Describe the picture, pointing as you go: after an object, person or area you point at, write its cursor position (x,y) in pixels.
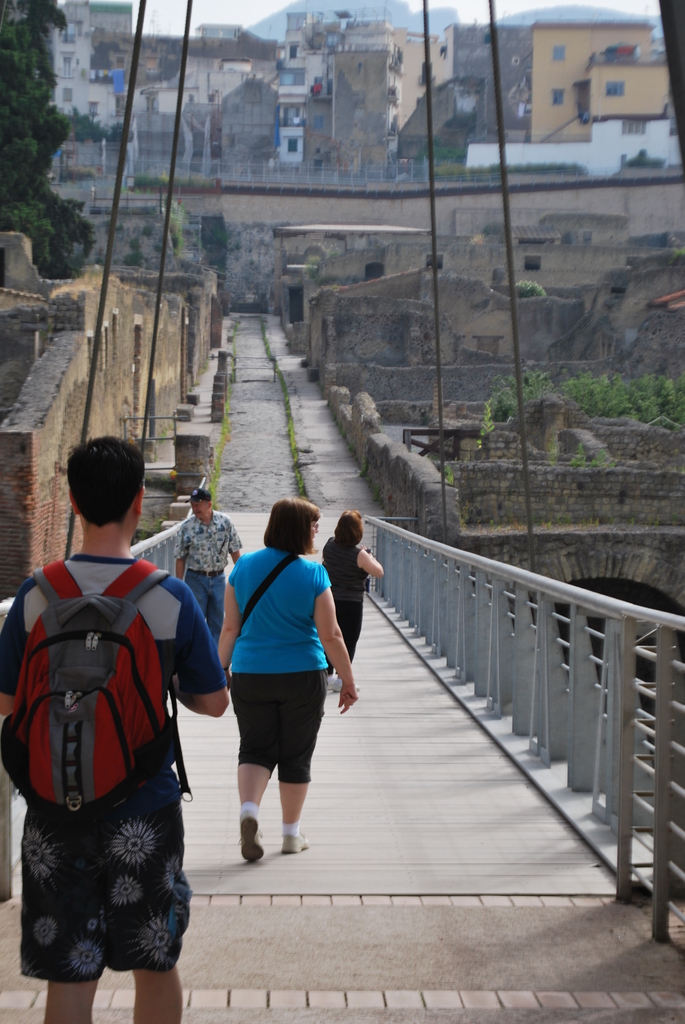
few people (270,557) are walking across a bridge (315,821).
